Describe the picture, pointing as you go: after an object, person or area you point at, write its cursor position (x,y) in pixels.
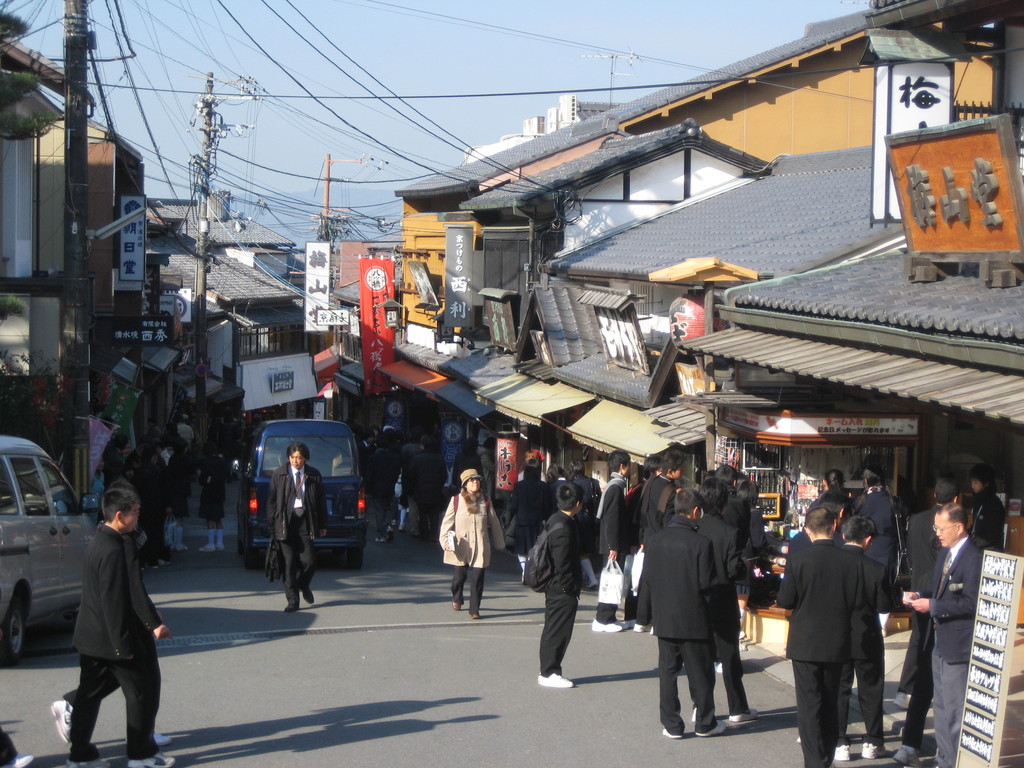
This image consists of many people (109,595) standing and walking on the road (211,672). At the bottom (387,633), there is a road (445,656). In this image, there are two vehicles (248,461). On the left (33,254) and right, there are small houses (657,255) and buildings (657,242) along with the board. At the top (199,114), there are many wires (214,126) connected to the poles (205,185). And there is a sky (443,93).
